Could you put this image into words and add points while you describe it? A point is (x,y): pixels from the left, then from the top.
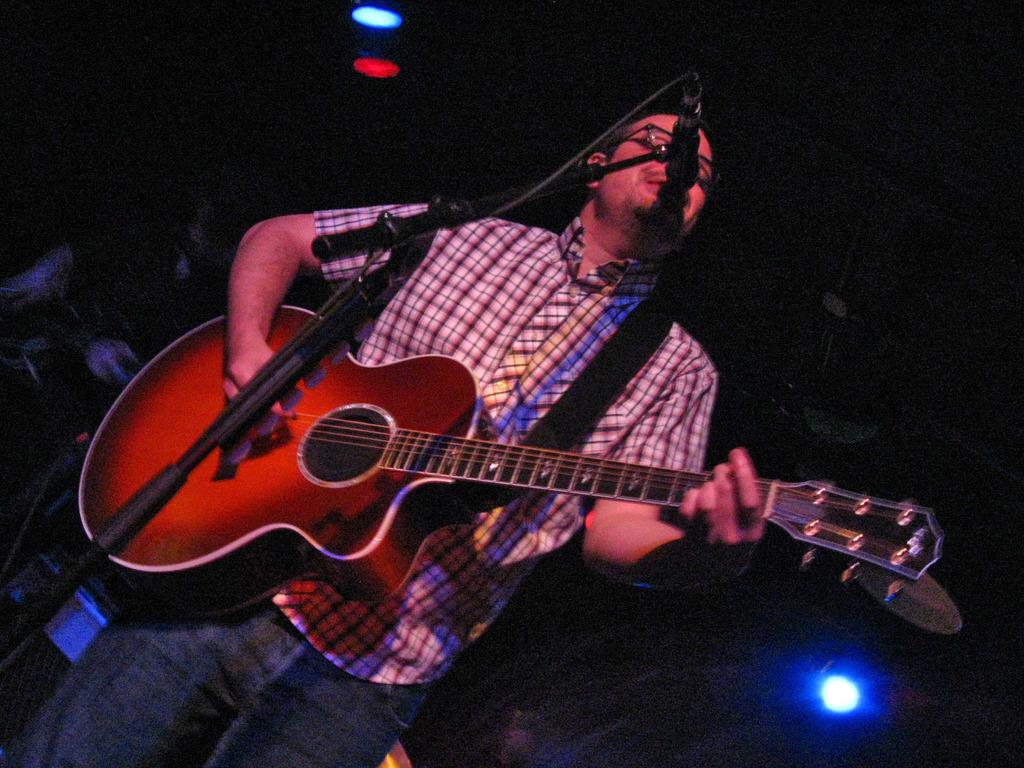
i could see a person (564,291) standing and holding a guitar (354,440) in his hands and a mic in front of him. In the background (761,260) i could see flashlights (370,71) and it is too dark.
